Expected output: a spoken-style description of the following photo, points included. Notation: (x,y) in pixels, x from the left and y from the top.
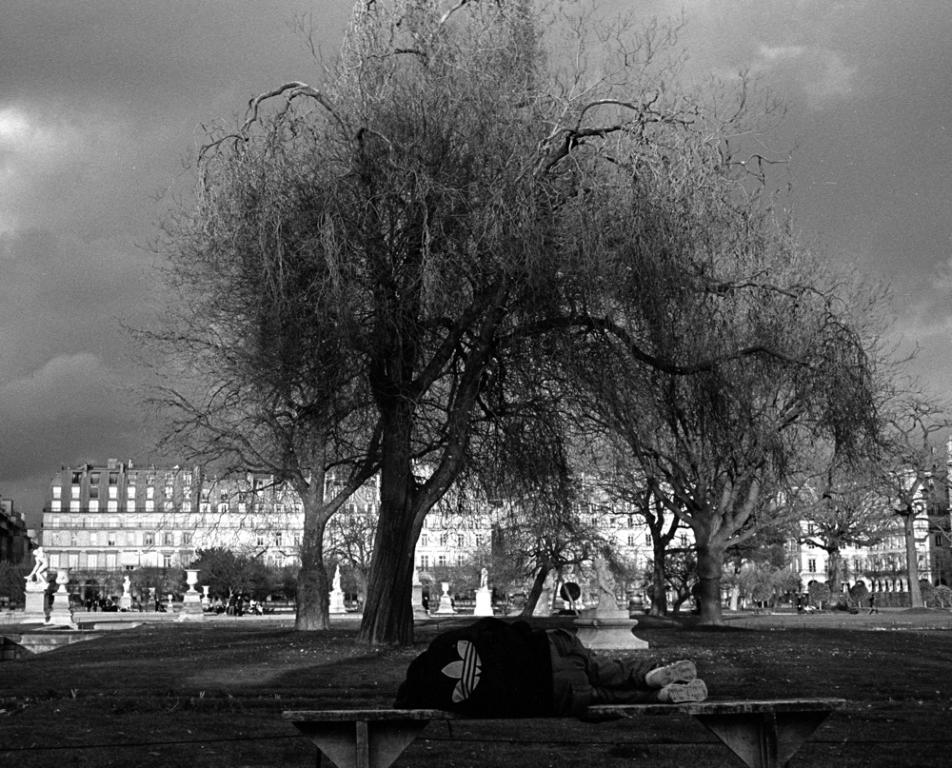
In this picture I can see there is a person (513,674) lying on the bench (748,709) and there are few trees (367,565) and buildings (610,511) and the sky (910,67) is cloudy.
